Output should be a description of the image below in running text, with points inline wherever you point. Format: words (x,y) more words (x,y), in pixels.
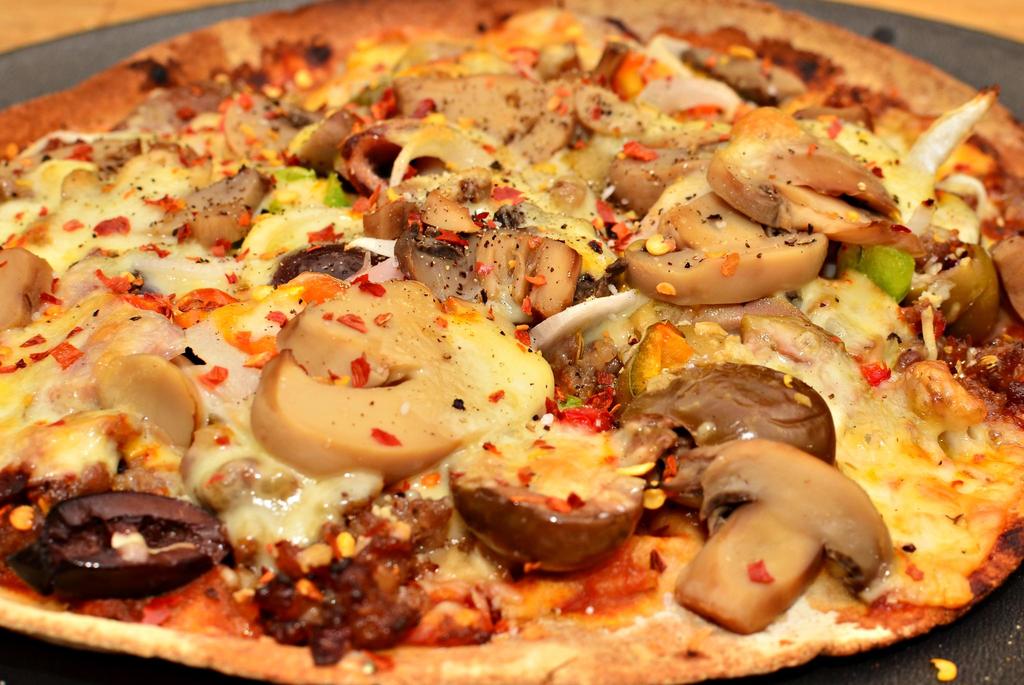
In this image, I can see the mushrooms (401,321), cheese (314,523), chili flakes (315,590) and few other ingredients (590,333) on a pizza (893,578), which is on an object (956,648).
